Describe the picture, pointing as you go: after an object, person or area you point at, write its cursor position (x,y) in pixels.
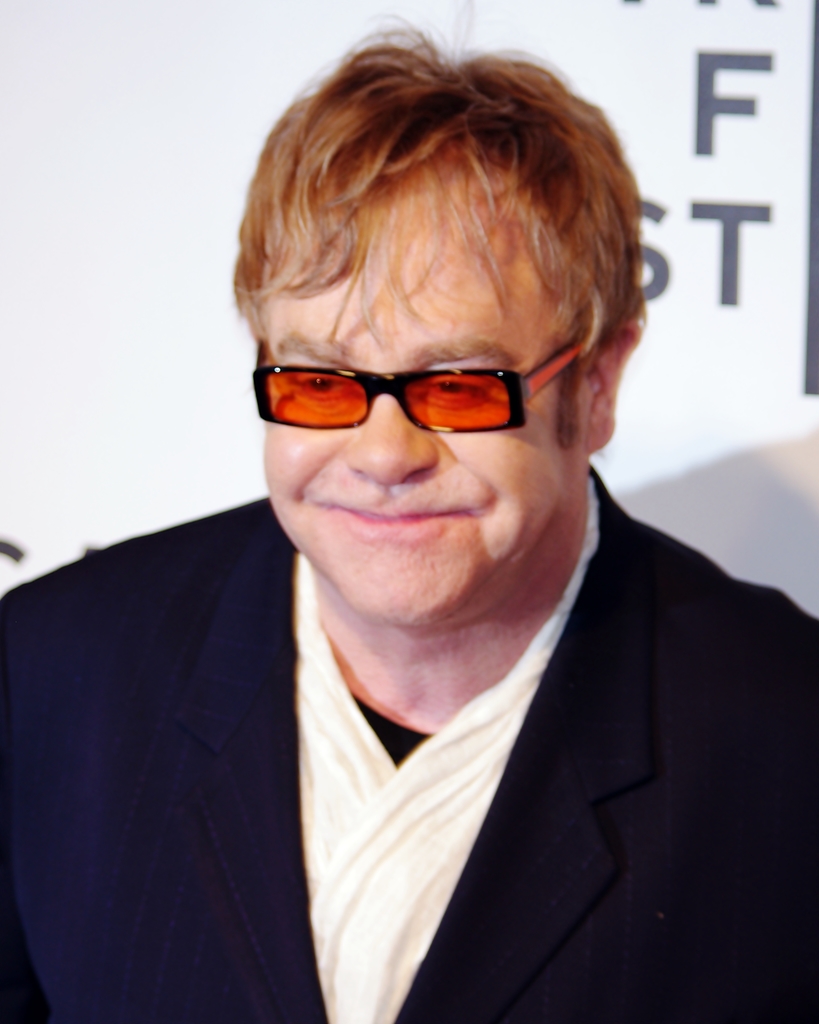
In the image there is a man (123,613) with orange color goggles (342,417), black jacket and white shirt (398,783). He is smiling. Behind him there is a white poster (574,69).
